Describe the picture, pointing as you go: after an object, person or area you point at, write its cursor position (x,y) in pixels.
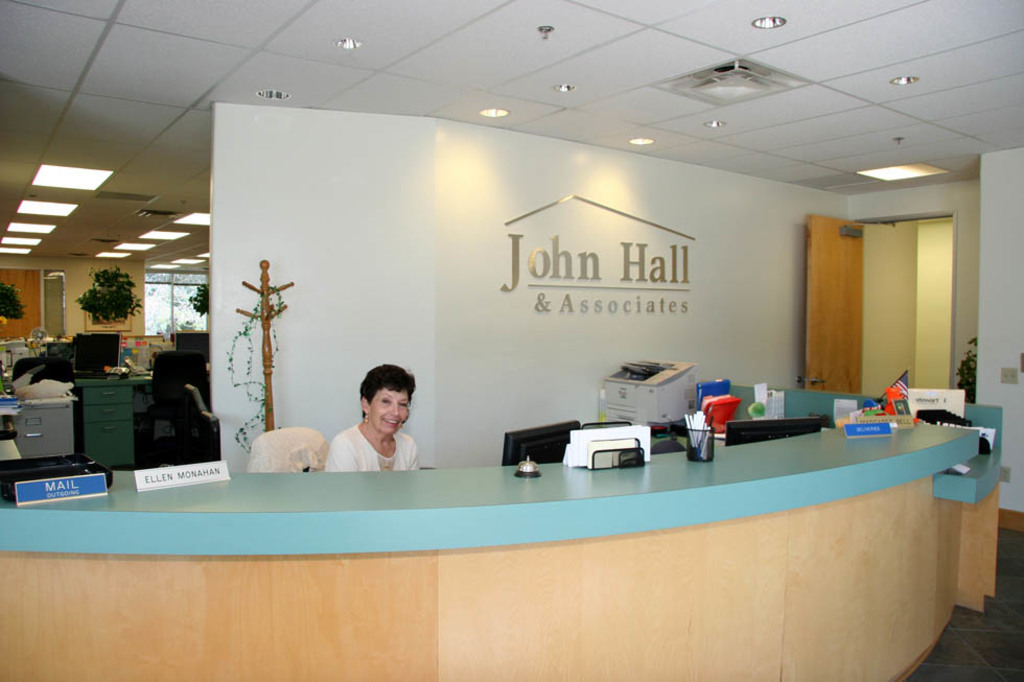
In the center (387,440) one lady (387,435) she is sitting on chair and she is smiling. In front of her we can see the table (590,495), on table (252,491) we can see many objects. And back of this we can see the printing machine (657,372) and we can see the door (811,273) and wall (142,319), plants (126,296) and some objects (118,415) around her.
